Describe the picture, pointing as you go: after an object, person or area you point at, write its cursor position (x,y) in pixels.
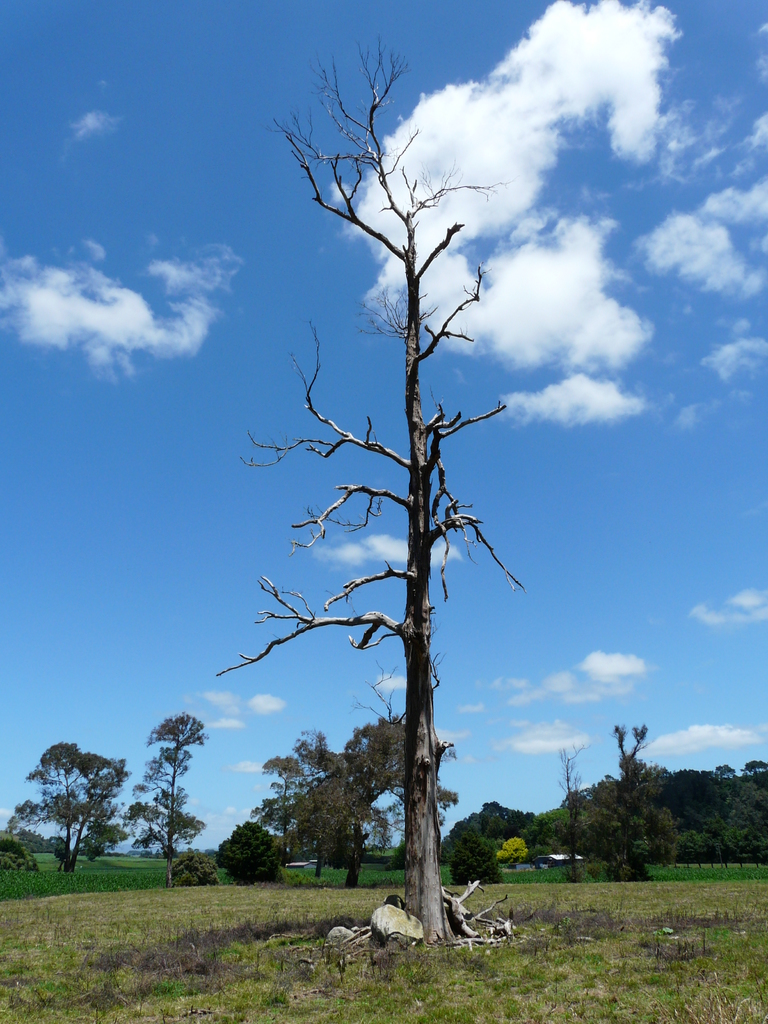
In this image we can see a dry tree (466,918) on the grassy land (522,969). Background of the image (612,809) trees (629,791) are there and sky (225,510) is present with little clouds (554,244).
